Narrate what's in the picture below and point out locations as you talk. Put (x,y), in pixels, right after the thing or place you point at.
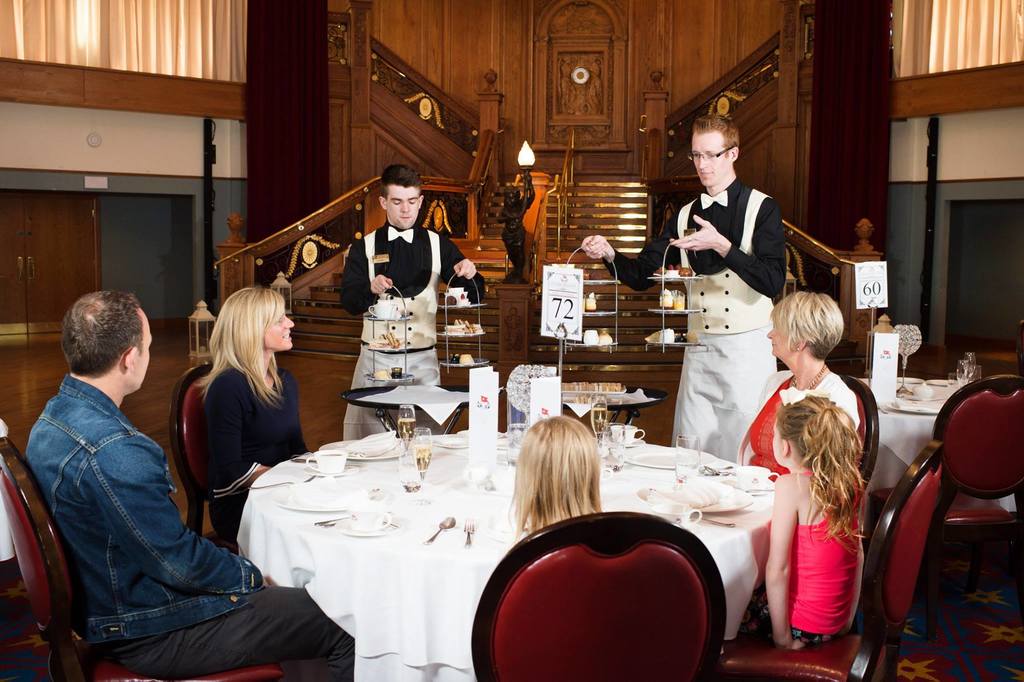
In the image we can see some peoples (216,384) were sitting and some people (715,341) were standing around the table (419,498). And coming to the background (649,108) we can see the building (649,112).
